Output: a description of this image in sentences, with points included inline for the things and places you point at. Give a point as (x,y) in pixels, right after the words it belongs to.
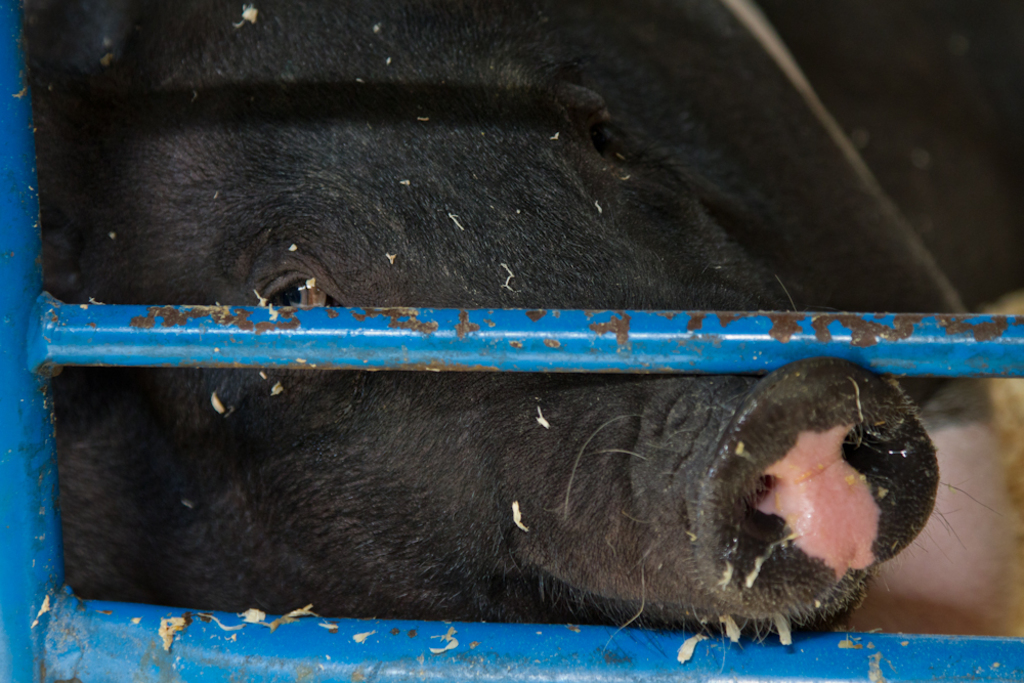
In this image there is a black color pig (362,380), and there are blue color iron rods (102,353).
